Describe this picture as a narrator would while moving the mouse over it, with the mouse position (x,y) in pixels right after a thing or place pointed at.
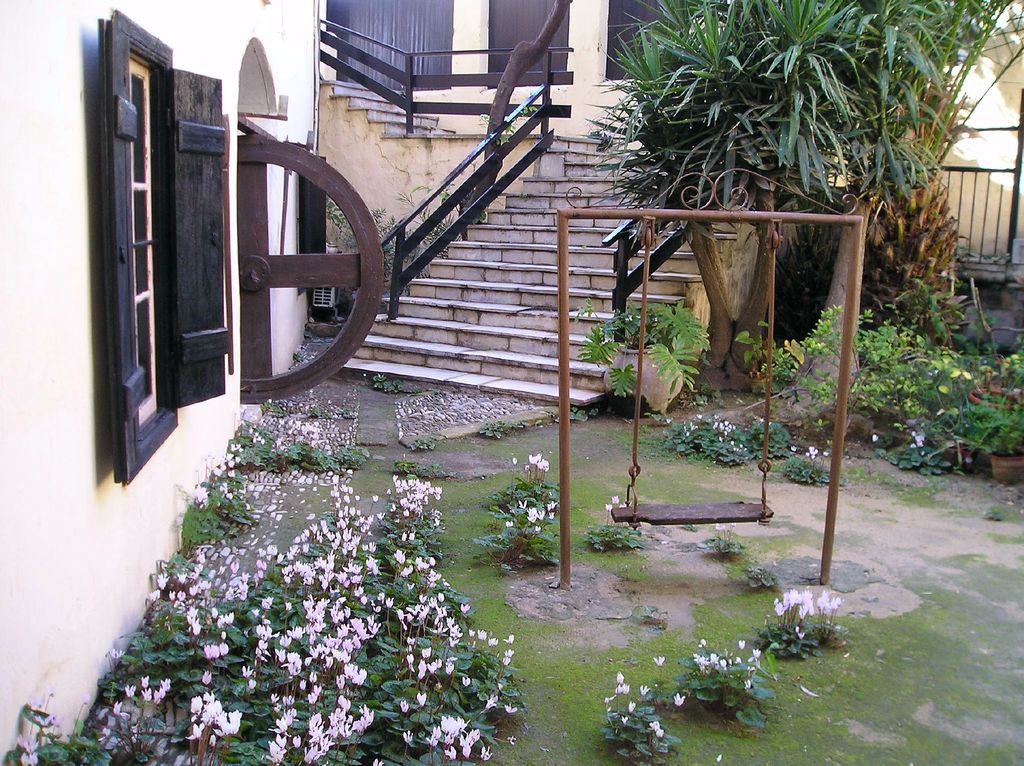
This picture is clicked outside. In the foreground (686,670) we can see the plants (382,633) and the flowers (319,541) and we can see the metal rods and a swing (651,513). On the left (143,182) we can see the windows (221,276) and the staircase (517,258), handrail (548,85). In the background (730,44) we can see the plants (873,70), metal fence (964,185) and the windows (372,7) of the building (530,11).
